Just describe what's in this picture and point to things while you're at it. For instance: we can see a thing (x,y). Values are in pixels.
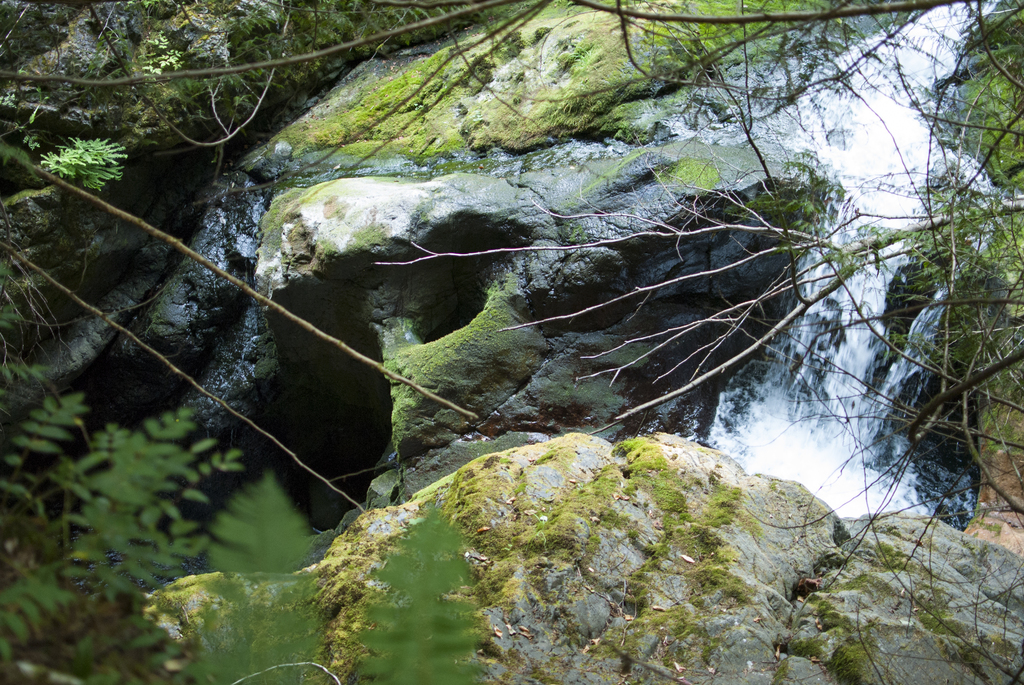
In this image, I can see the rocks (483,477) covered with the algae (581,517). This looks like a water (784,457). I can see the branches (218,73) and the leaves (119,504).
